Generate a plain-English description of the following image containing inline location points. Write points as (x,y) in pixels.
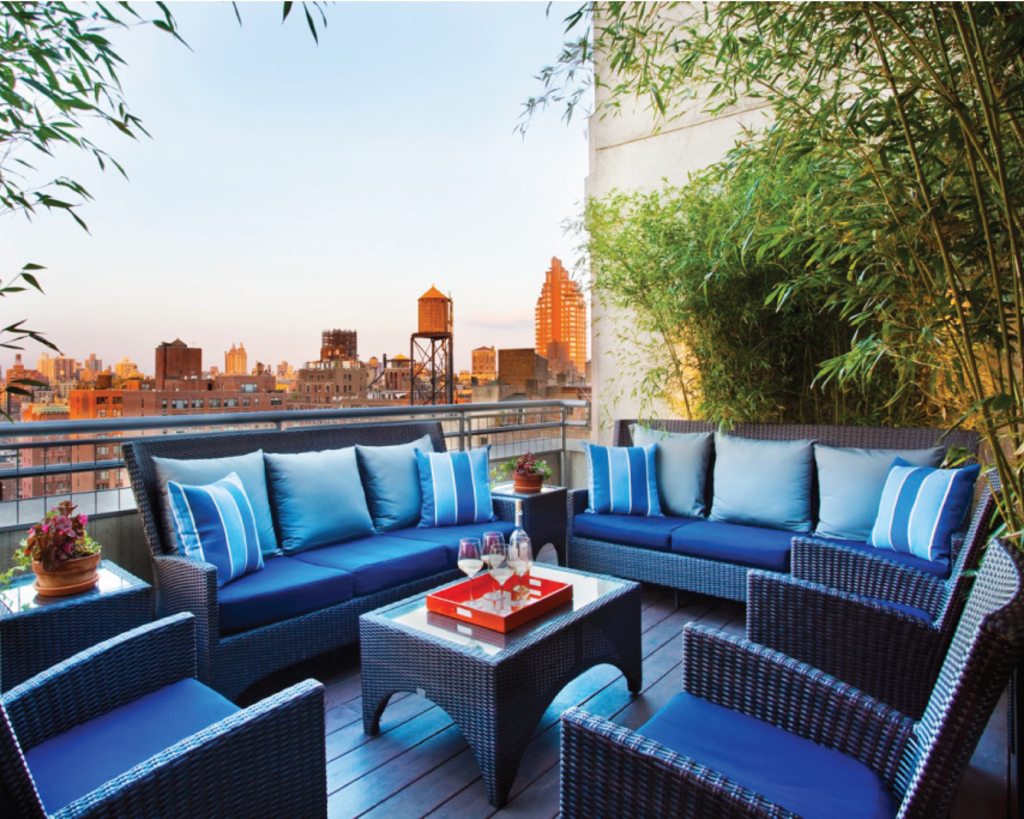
This picture is taken from balcony (545,745) of a house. In the foreground of the picture (391,519) there are couches (793,541), pillows (435,503) and tables (63,605), on the table (559,623) there is tray (461,601) and the glasses (473,567) in it. To the left (67,554) there is a flower vase (82,525). To the right (935,286) there are trees (749,326). In the center of the picture (394,363) there are many buildings (98,363). Sky (307,161) is clear and little bit cloudy.
